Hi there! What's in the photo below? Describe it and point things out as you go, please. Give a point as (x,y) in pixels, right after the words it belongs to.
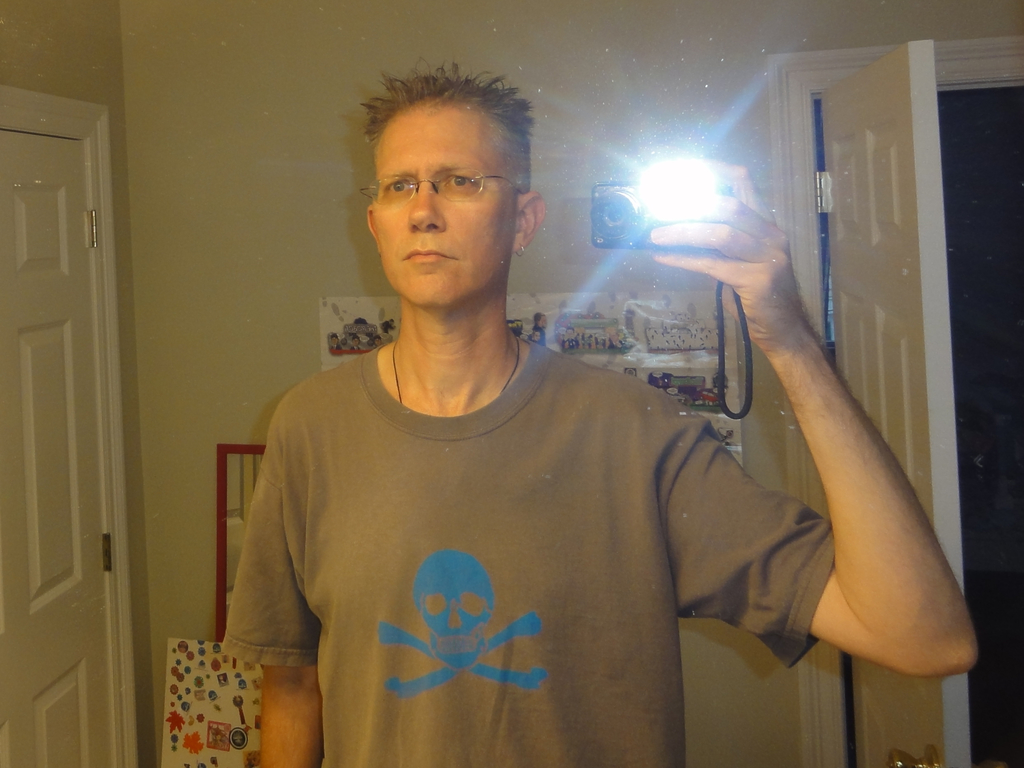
In this image we can see a person (442,472) wearing brown color T-shirt (436,721) also wearing spectacles (471,181), holding camera (611,225) in his hand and in the background of the image (229,284) there is a wall (215,246), doors (890,224) and some pictures (356,328) attached to the wall (338,293).
